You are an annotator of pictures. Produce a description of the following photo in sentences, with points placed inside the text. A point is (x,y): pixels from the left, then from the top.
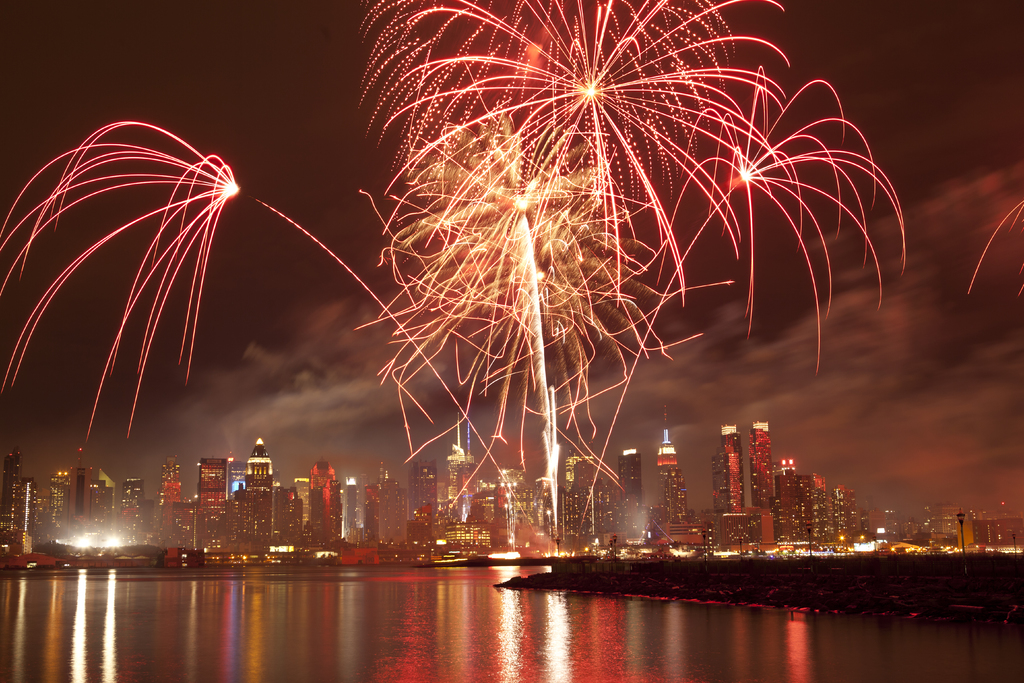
In this image I can see the water (360,626), the ground (820,585), few poles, few buildings (762,529) and few lights (876,540). In the background (267,51) I can see the sky (310,128) and number of colorful exploding fireworks (201,197).
